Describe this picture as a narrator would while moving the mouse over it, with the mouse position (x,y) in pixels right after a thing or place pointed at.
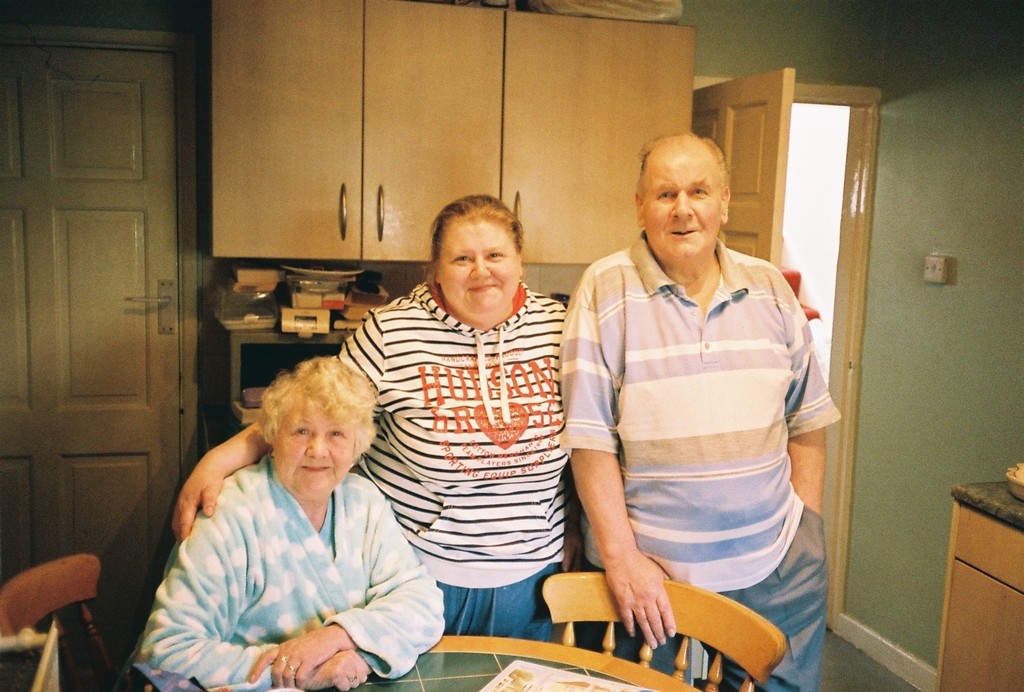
This is an inside view. Here I can see a man (763,408) and two women (368,451) are smiling and giving pose for the picture. One woman (336,421) is sitting on a chair (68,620). At the bottom (431,674) there is a table (443,665) on which I can see a newspaper (521,680). On the right side (985,551) there is a table (951,616) which is placed beside the wall (871,563). In the background (23,303), I can see two doors (743,168), table (237,346) on which few objects (262,309) are placed. At the top (485,108) there is a cupboard (387,100).
